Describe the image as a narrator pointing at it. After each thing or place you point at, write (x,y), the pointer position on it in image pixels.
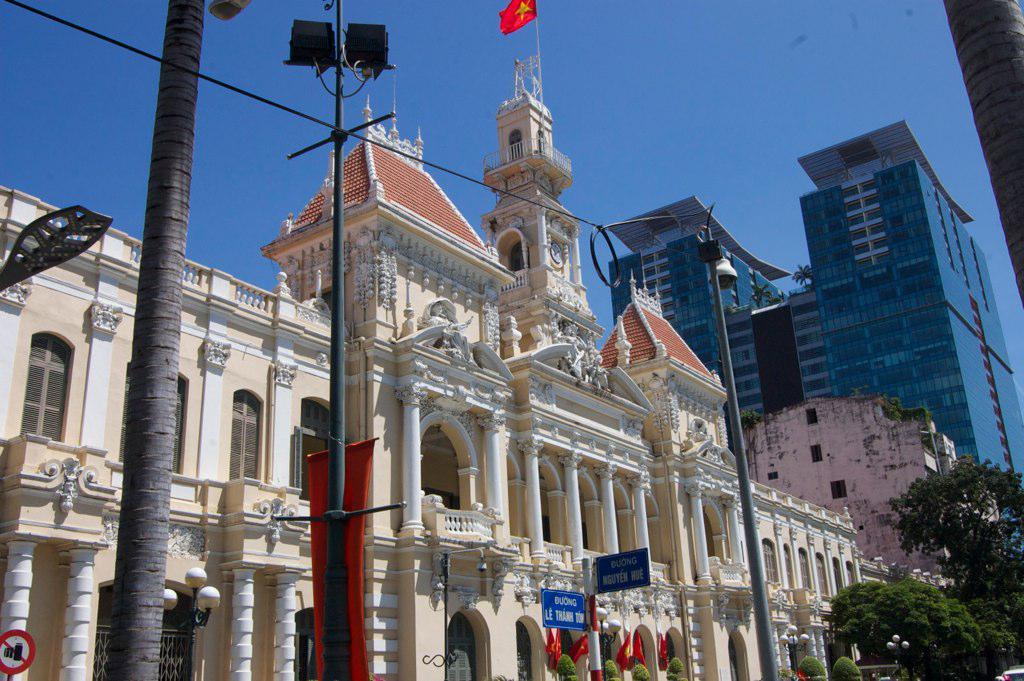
In this picture we can see few buildings (561,344), trees (1013,568), poles (604,642) and sign boards (574,600), and also we can see few lights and a hoarding (365,468), on top of the image (521,1) we can find a flag (510,13).
